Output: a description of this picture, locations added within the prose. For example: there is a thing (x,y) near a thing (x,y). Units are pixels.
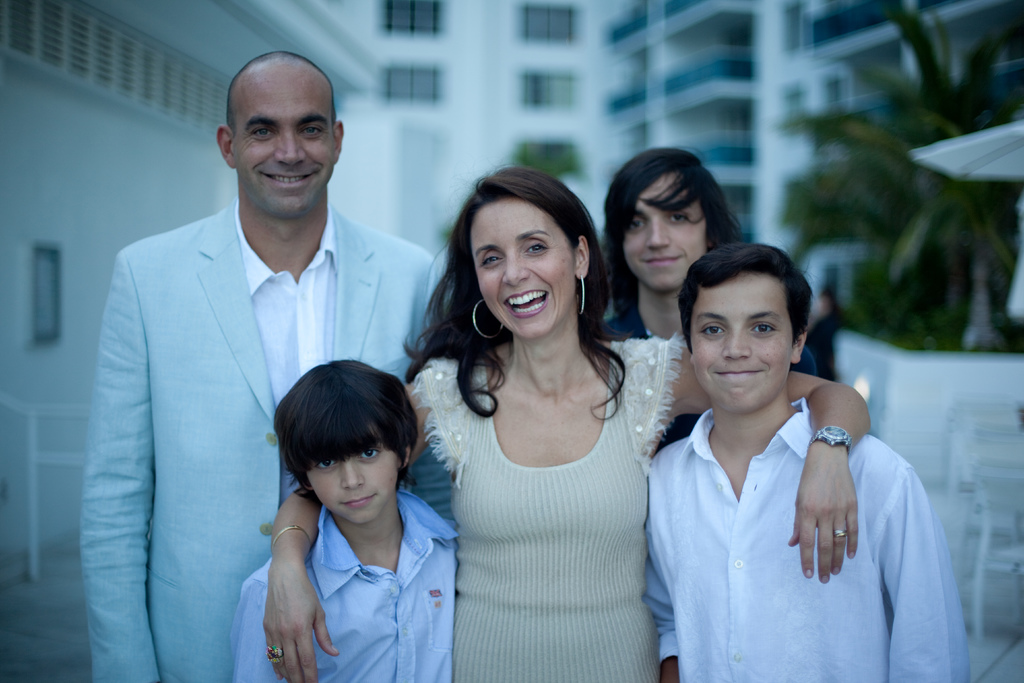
There is a group of persons (435,415) standing at the bottom of this image (522,491) and there are some buildings (135,217) in the background (443,204). There is a tree (888,285) on the right side of this image (937,225).
